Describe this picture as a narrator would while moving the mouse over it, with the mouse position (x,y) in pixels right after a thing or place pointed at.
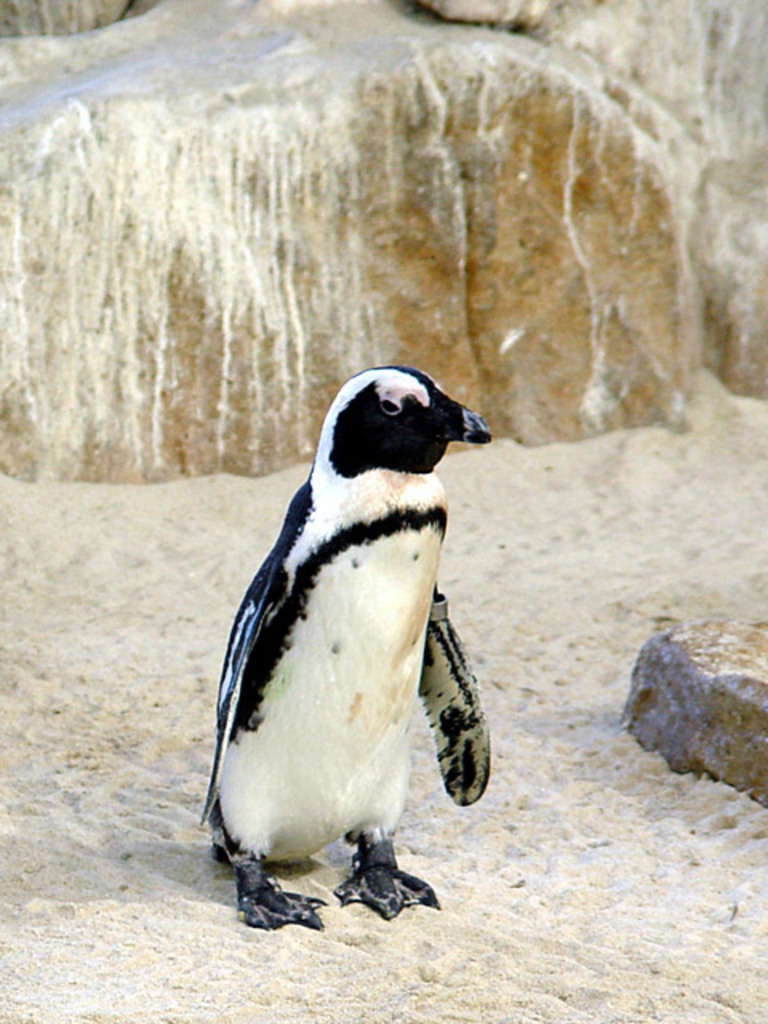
In this image a penguin (310,626) is standing on the land (536,801) having rocks (637,673). Background (117,244) there are few rocks (463,272).
